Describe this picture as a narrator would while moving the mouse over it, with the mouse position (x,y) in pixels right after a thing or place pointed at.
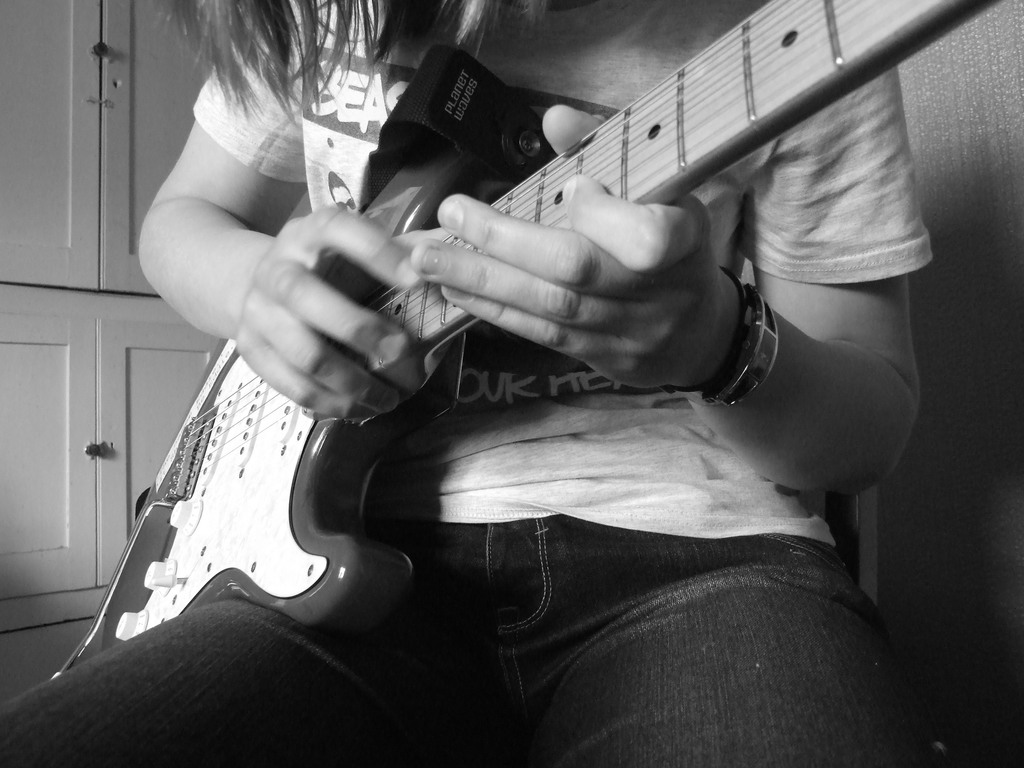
In the image we can see there is a person (523,367) who is sitting and holding a guitar (199,553) in his hand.
